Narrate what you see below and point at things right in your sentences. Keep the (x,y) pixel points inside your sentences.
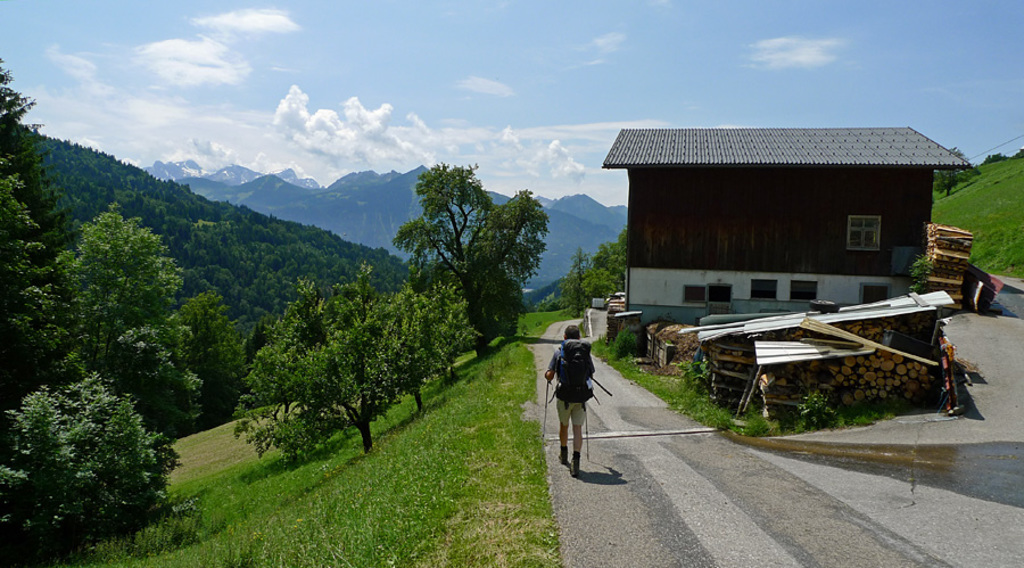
This is an outside view. At the bottom (581,392) a person (579,428) is wearing a bag (579,383) and walking on the road (614,457) towards the back side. On the right side (824,218) there is a house (686,260). In front of this house (902,297) there are many trunks (814,369) and also I can see the grass (992,199) on the ground (978,227). On the left side (277,407) there are many trees (166,237) and mountains (281,186). At the top of the image (461,50) I can see the sky (681,57) and clouds (312,150).
